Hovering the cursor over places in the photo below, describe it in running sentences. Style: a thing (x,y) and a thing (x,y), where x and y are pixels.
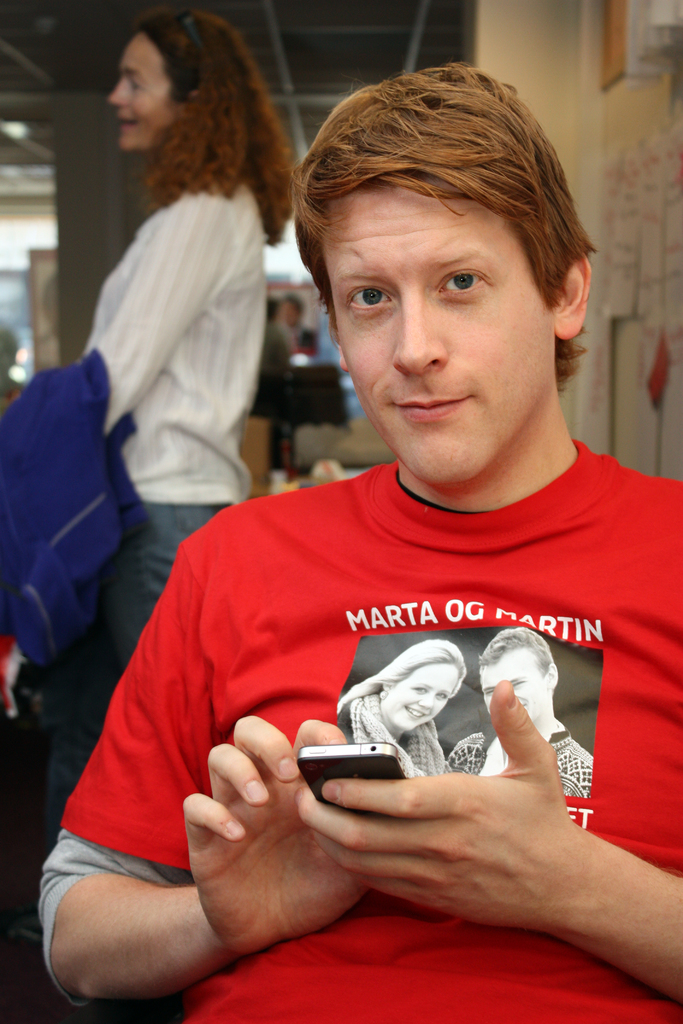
This image consists of man (486,169) and woman (148,247). In front (370,214) a man (562,546) is sitting on a chair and holding a phone (306,768) in his hand (357,806), at back (65,622) a woman (230,138) is standing holding a jacket (111,485) in her hand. At the background (669,298) there is a wall (617,97).
